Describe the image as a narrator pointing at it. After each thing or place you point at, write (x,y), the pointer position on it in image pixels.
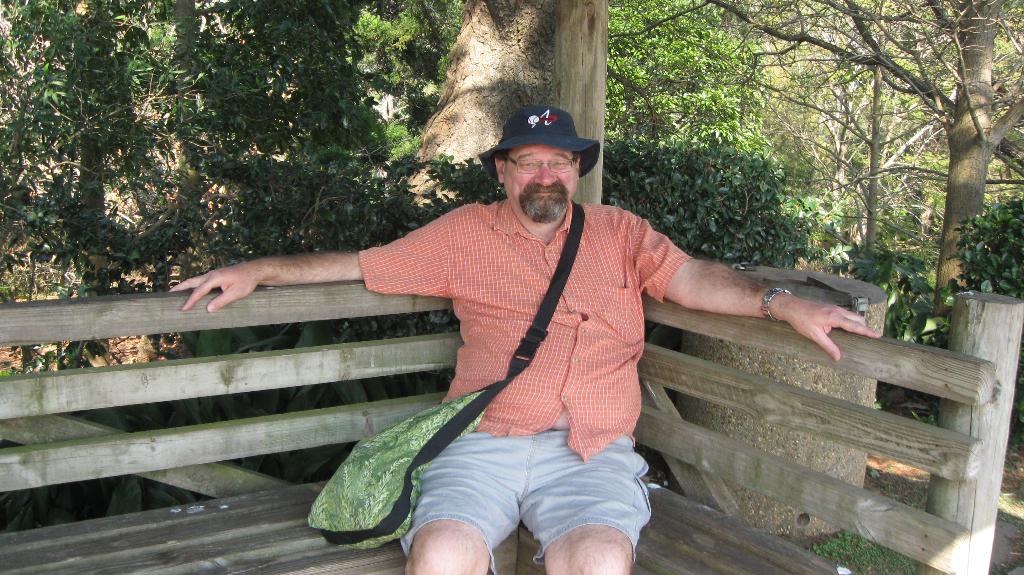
In this image, we can see a person (570,561) is sitting on the bench (737,543) and wearing bag (407,483) and cap (549,135). He is watching and smiling. In the background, we can see plants (224,257), trees (197,124) and cylindrical shape object (848,286).
